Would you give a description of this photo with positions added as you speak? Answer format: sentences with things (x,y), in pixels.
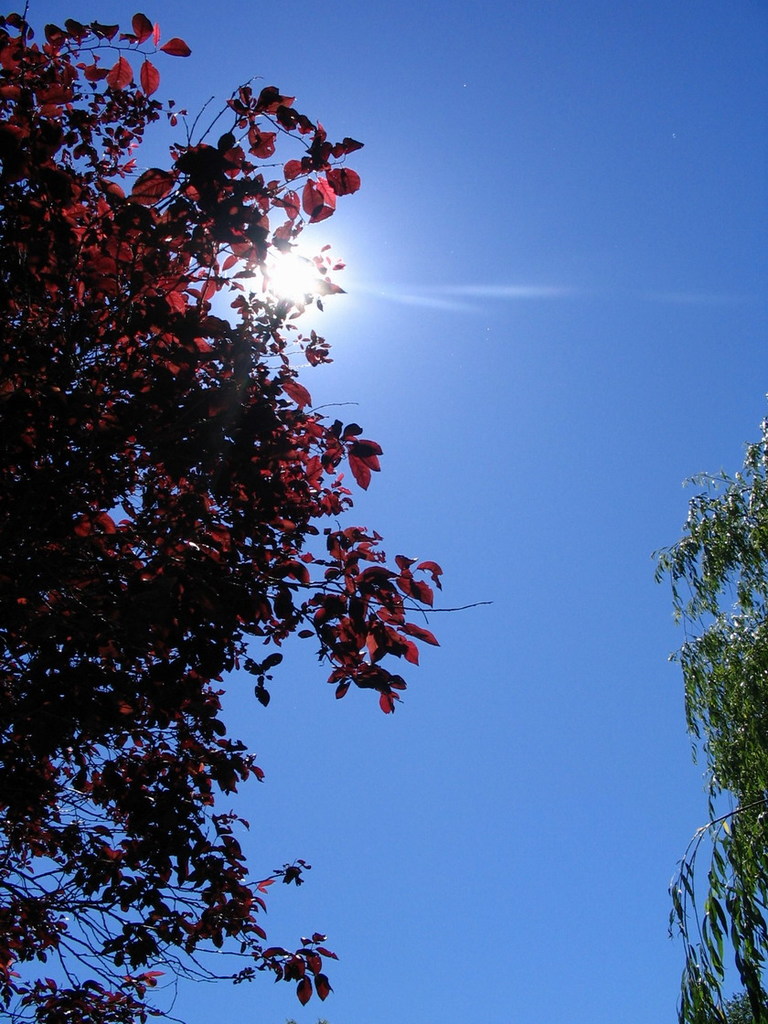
In the foreground of this picture (260,598), there is a tree (213,494) with red leaves (228,580). On the right (707,709), there is an another tree (707,695). In the background (672,451), there is the sky (544,309) and the sun (332,256).
